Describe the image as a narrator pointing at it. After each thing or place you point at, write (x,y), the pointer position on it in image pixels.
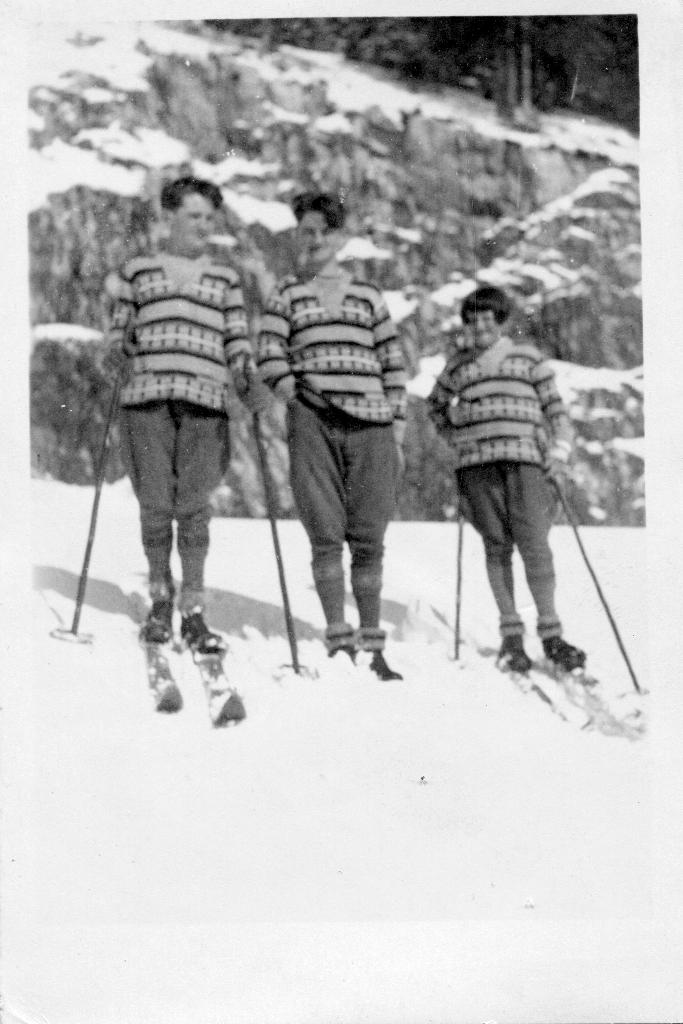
This is a black and white picture. I can see three persons (507,626) standing with the ski boards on the snow (299,625), they are holding the ski poles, and there is blur background (191,29).
